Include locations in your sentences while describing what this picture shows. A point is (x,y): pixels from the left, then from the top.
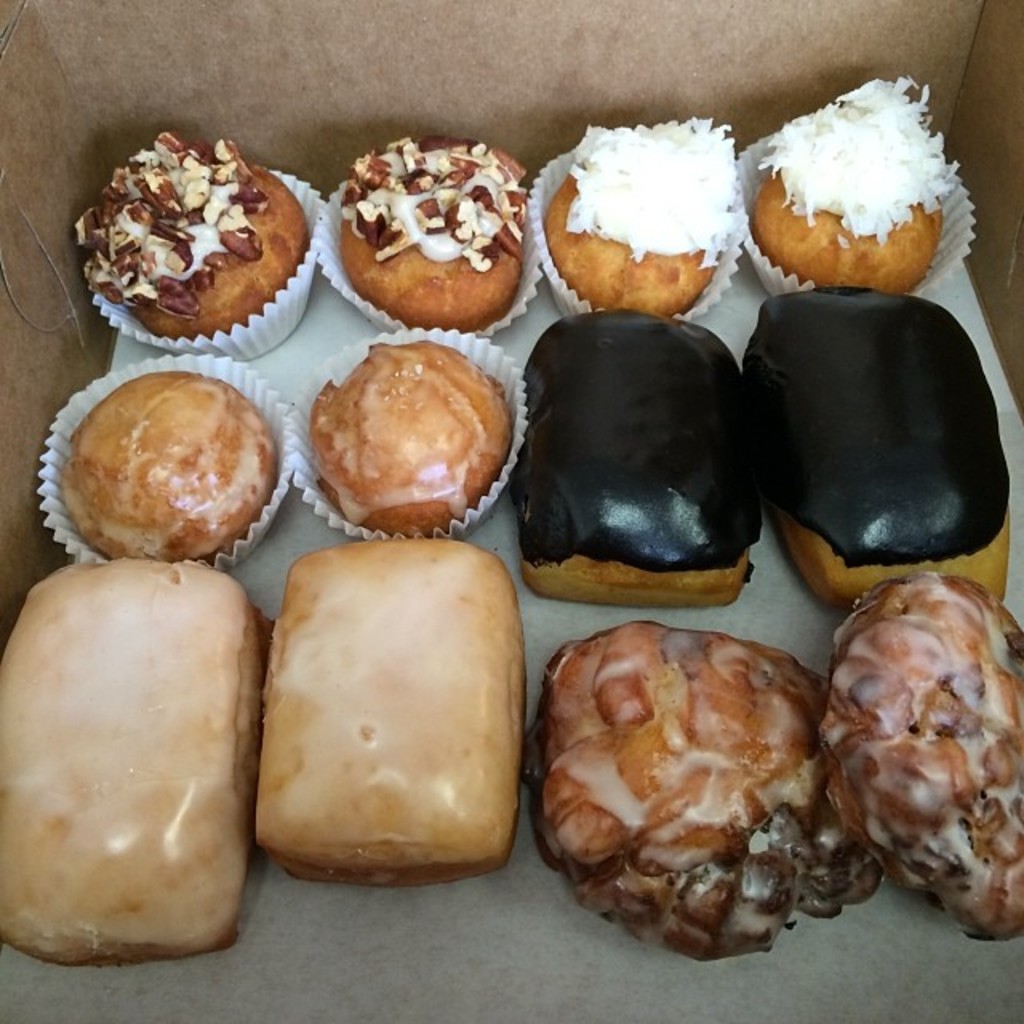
In this picture there are cakes (231,325) and donuts (109,413) which are placed in the center of the image (671,556).
